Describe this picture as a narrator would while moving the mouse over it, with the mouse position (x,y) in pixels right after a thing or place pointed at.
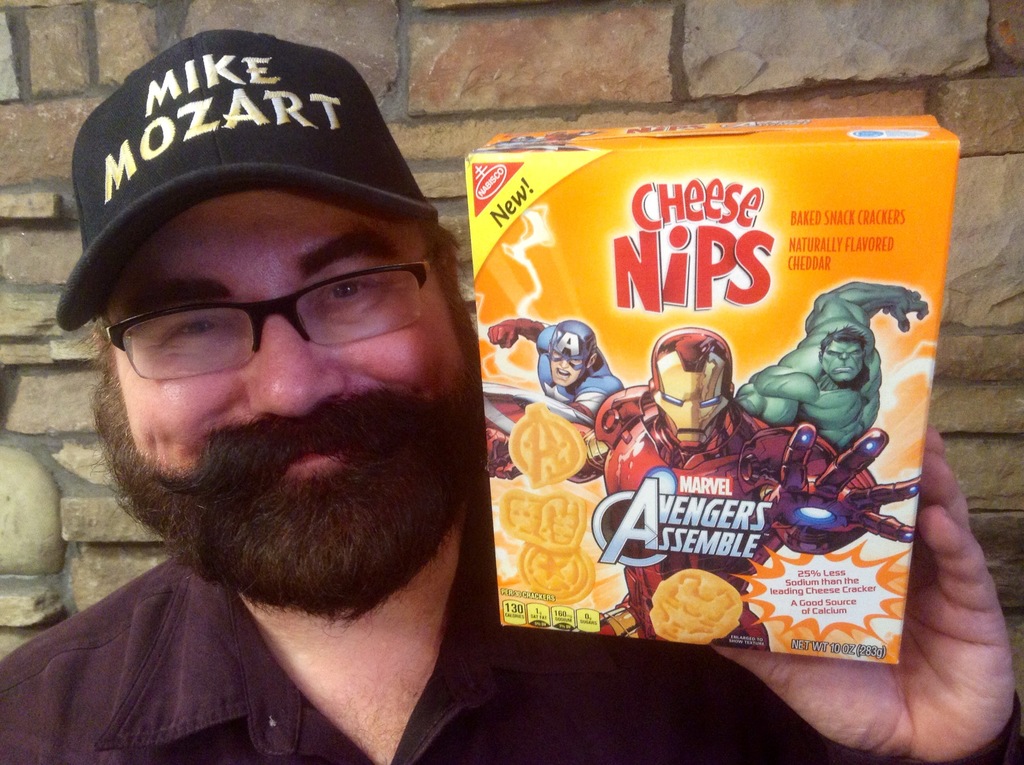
In this picture we can see a man (156,711) wore a spectacle (121,349), cap (115,159) and holding a box (489,427) with his hand (823,657) and smiling and in the background (988,76) we can see the wall (512,80).
